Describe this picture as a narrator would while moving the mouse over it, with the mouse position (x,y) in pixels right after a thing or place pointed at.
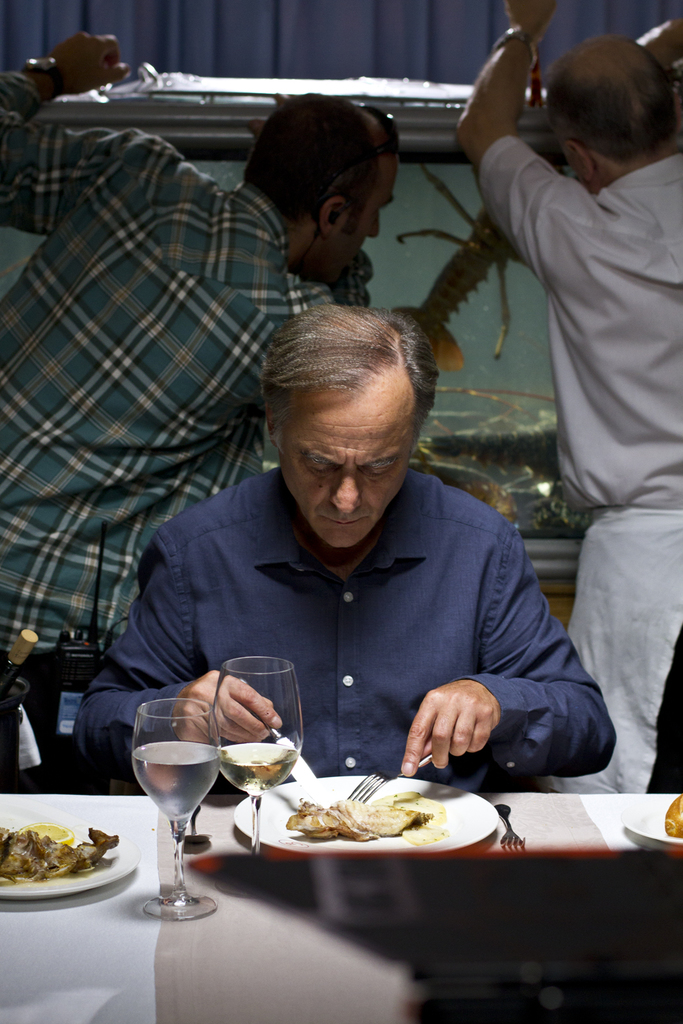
In the foreground of the picture (199,996) there is a table (573,814), on the table (237,992) there are plates (92,883), glasses (182,853) and food items (382,821). In the center of the picture (372,568) there is a man (321,639) sitting, holding knife (266,727) and fork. Behind him there are two men (591,344) standing. In the background (402,139) there is a curtain (228,38) and a glass object (446,188).
